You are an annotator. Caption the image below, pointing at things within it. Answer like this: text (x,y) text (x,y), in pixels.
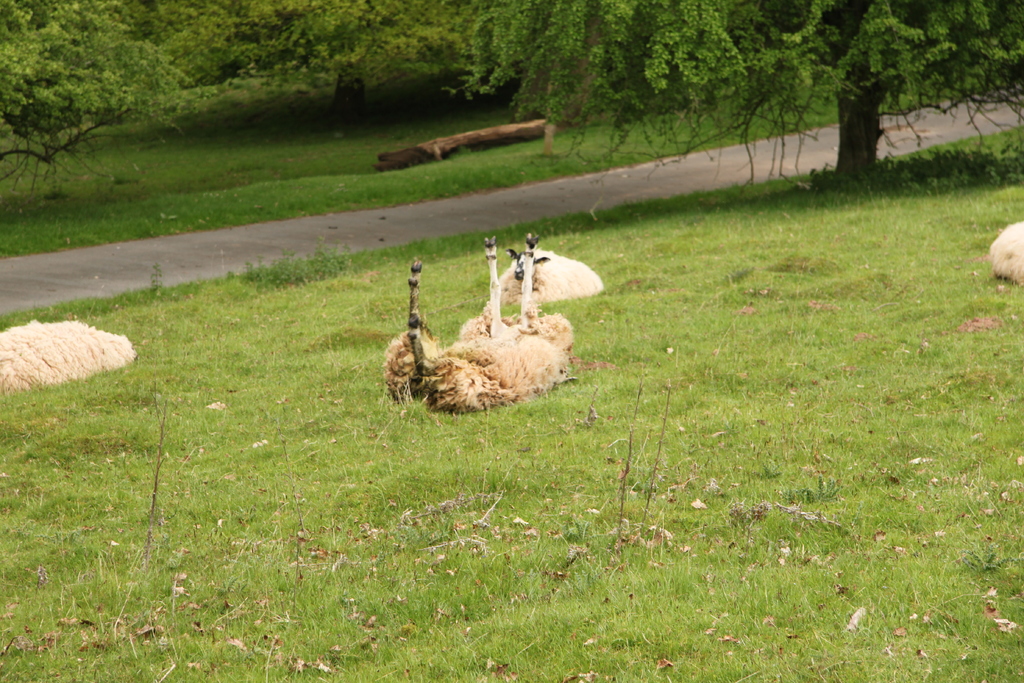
In this picture, we see the sheep (521,370) are sitting on the grass field (480,307). At the bottom of the picture (498,485), we see the grass (569,564) and the dry leaves (227,607). Beside that, we see the road (455,230). In the background (804,118), there are trees (757,89) and a wood (410,152).
